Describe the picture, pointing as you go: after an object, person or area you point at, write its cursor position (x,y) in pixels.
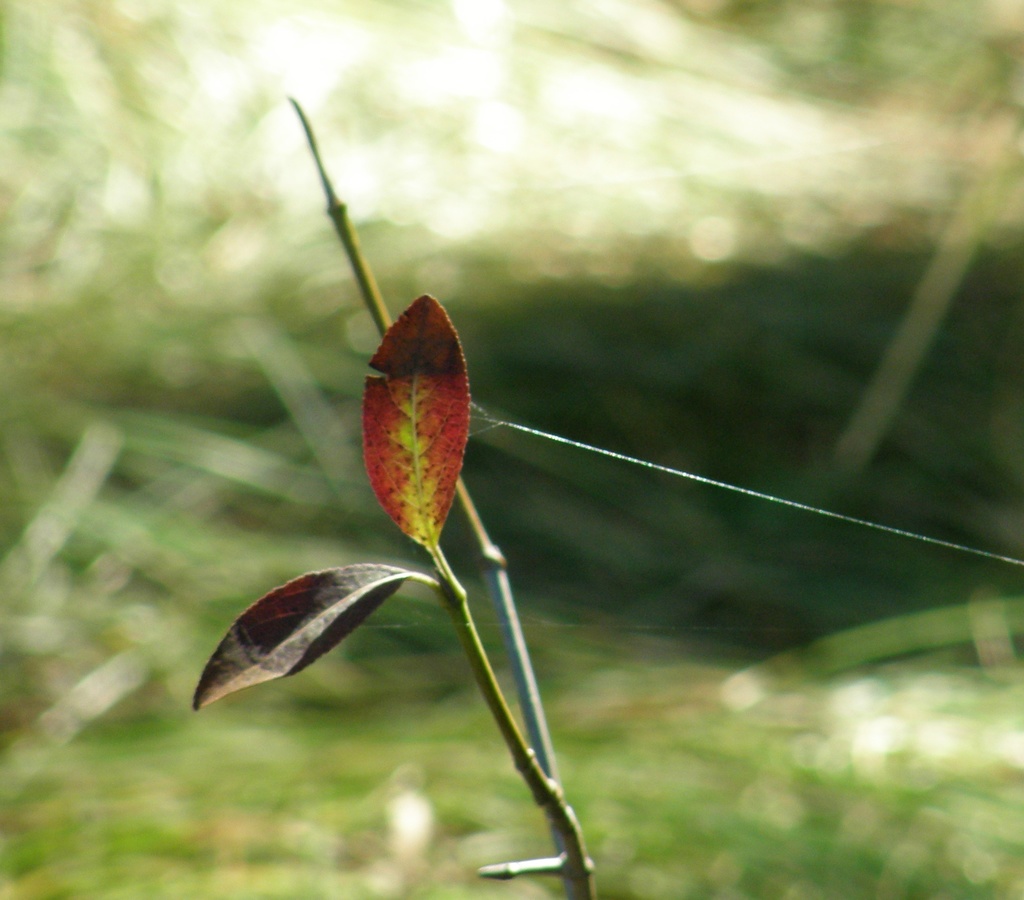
In this image in the foreground (376,453) there are leaves (390,447) and stem (544,732), and there is blurry background (762,632).
